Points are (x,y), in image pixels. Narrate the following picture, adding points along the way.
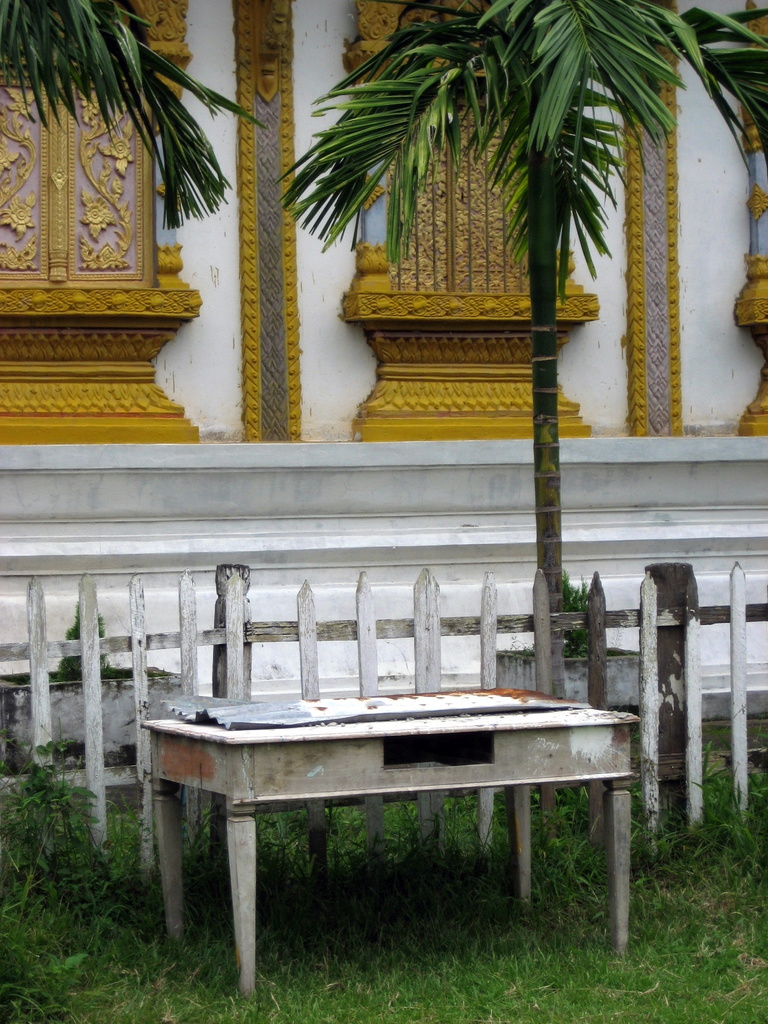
In the foreground of this image (390,753), there is a table (454,736) on the grass (435,1007) and there is a metal sheet (345,709) on it. In the background (491,622), there is a railing (675,603) and wall (317,289) of a building (265,278) on which few sculptures (378,303) are present.
